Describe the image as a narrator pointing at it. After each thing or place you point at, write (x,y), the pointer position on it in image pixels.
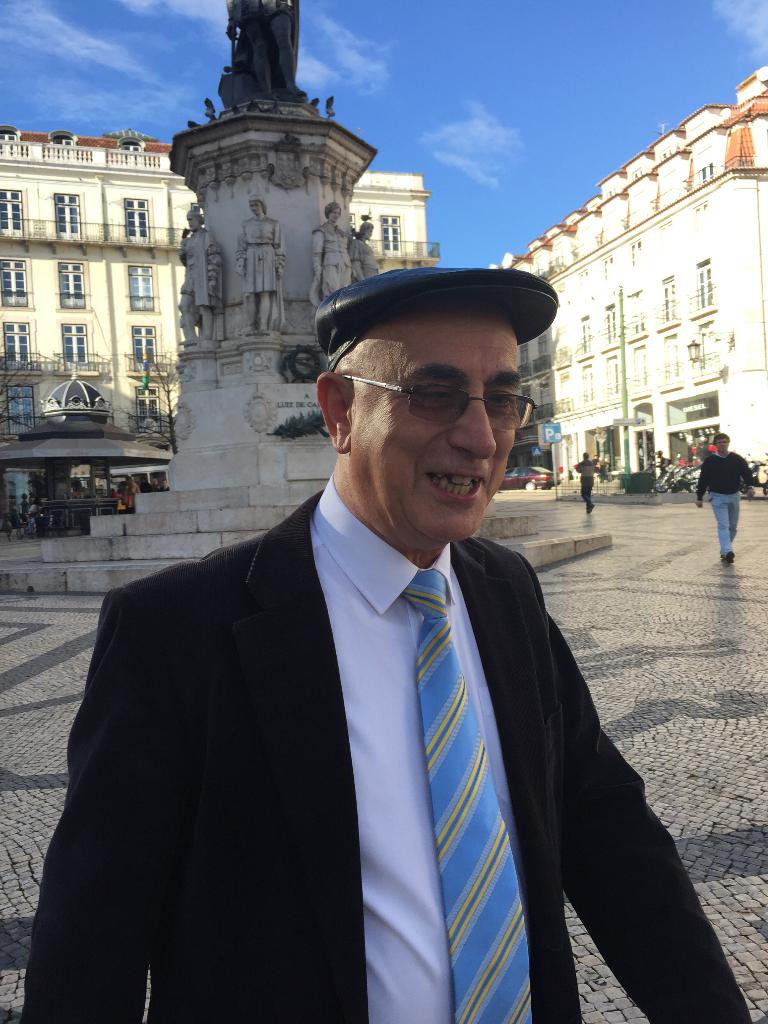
In this image I can see a man (540,619) on the road (557,596). In the background (53,421) I can see buildings (155,432), shops (115,432), boards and statues (263,300). On the top (376,100) I can see the sky (474,86). This image is taken on the road (653,761).
